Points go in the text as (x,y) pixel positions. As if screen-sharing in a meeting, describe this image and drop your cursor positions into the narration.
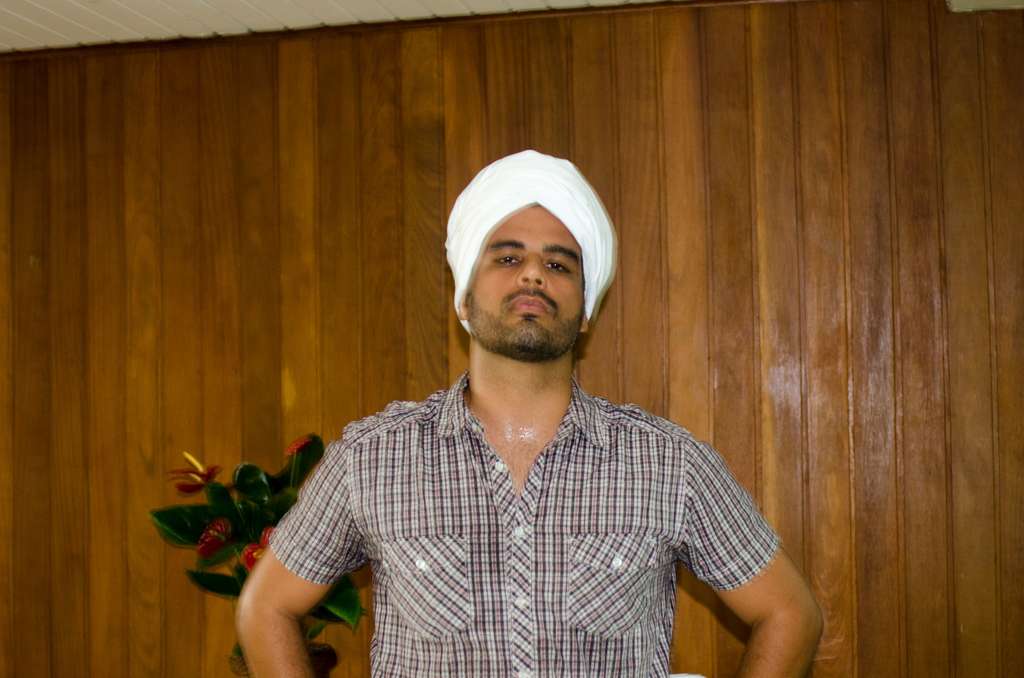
In this picture I can see a man (536,369) with a turban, there is a flower vase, and in the background (357,174) there is a wooden wall (390,150).
